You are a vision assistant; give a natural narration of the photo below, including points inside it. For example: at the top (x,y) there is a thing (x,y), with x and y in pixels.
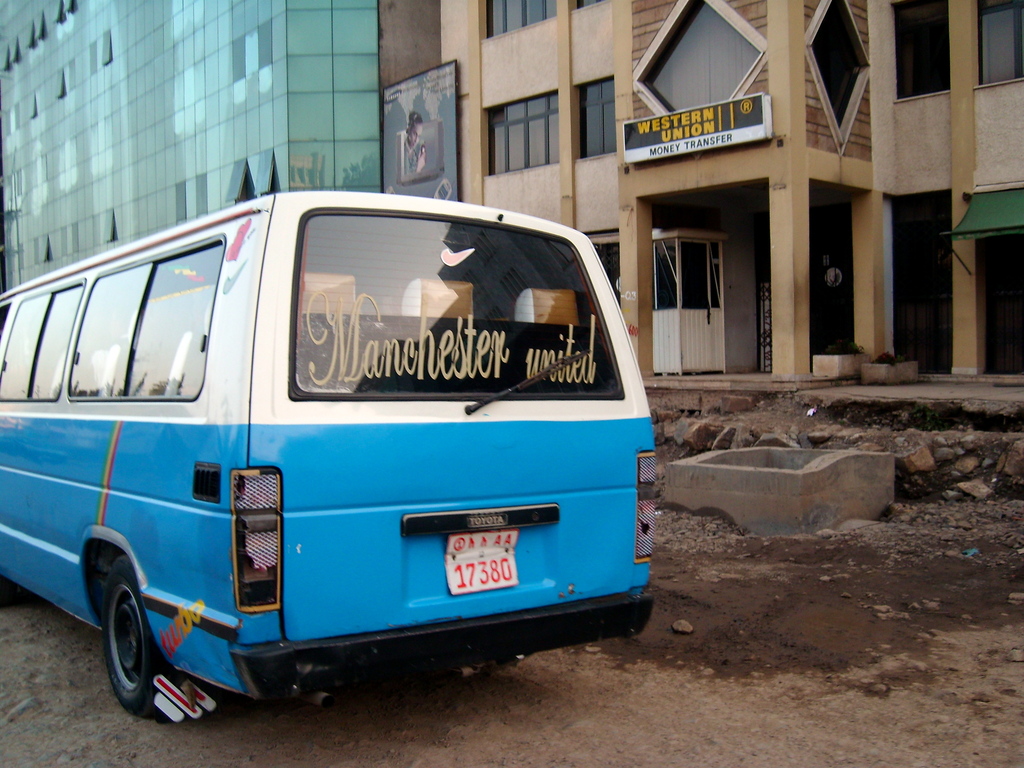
In this image we can see a vehicle (285,500) on the road (461,707). In the background of the image (520,40) there are buildings (520,40). There is a board (689,124) with some text (682,133).
